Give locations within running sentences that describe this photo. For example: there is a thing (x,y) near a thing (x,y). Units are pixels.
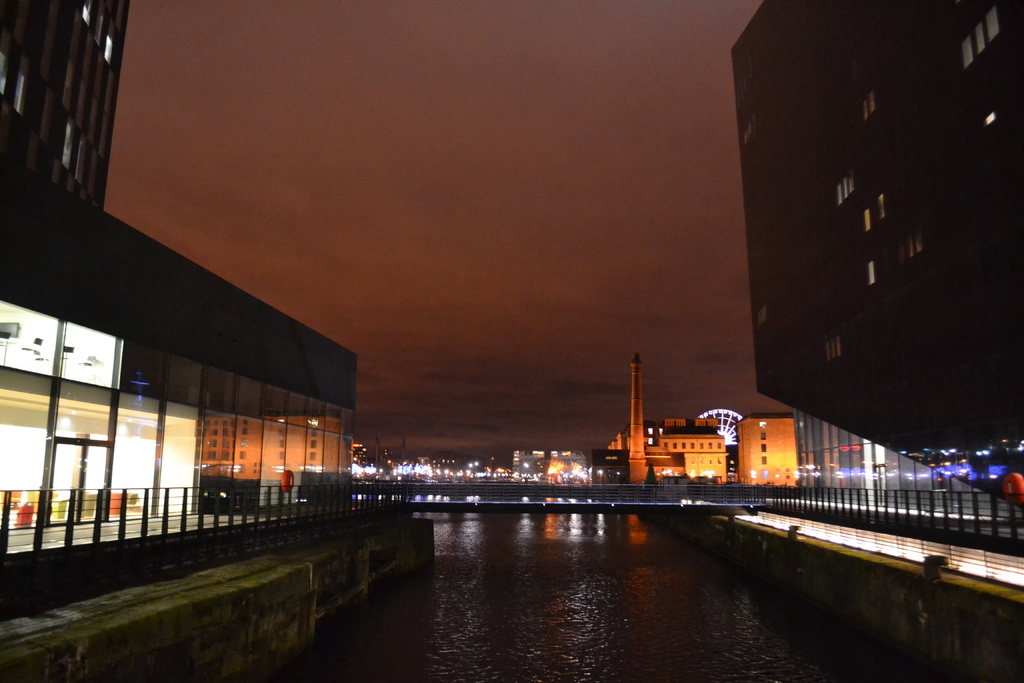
In this picture we can see few buildings (762,374), metal rods (805,499), lights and water (597,567), in the background (731,426) we can find a giant wheel (730,439) and a tower (632,473).
